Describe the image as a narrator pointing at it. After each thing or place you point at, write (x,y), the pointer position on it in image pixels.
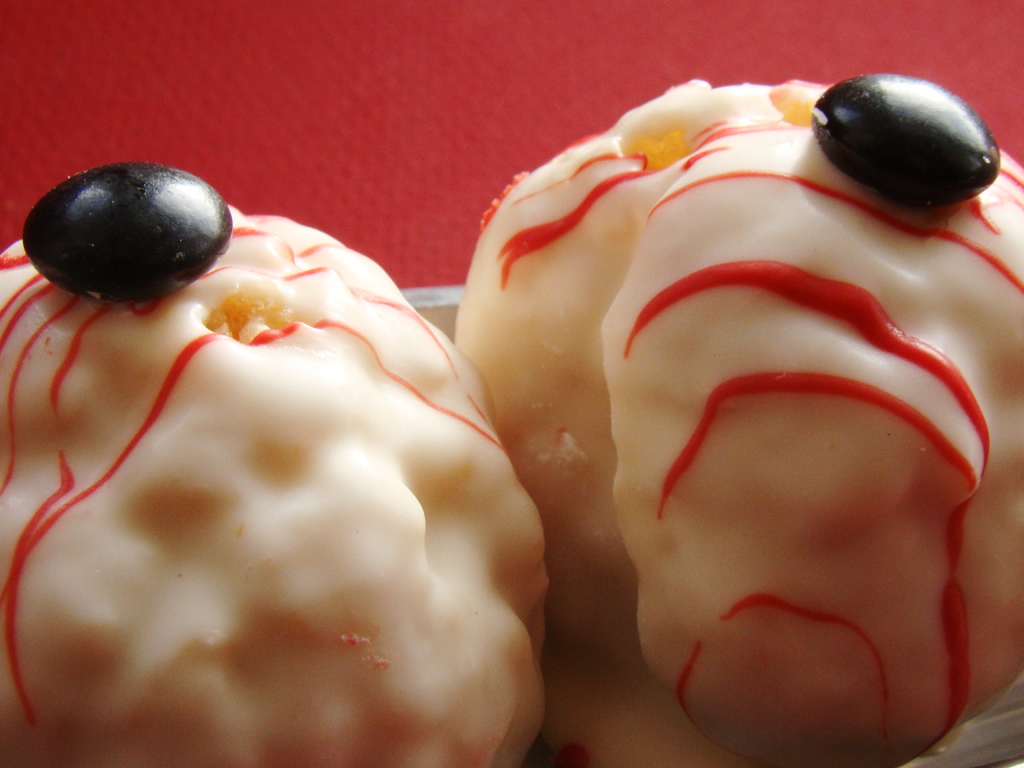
In the center of the image (467,383) we can see some food item (535,408). And we can see the red colored background (457,147).
